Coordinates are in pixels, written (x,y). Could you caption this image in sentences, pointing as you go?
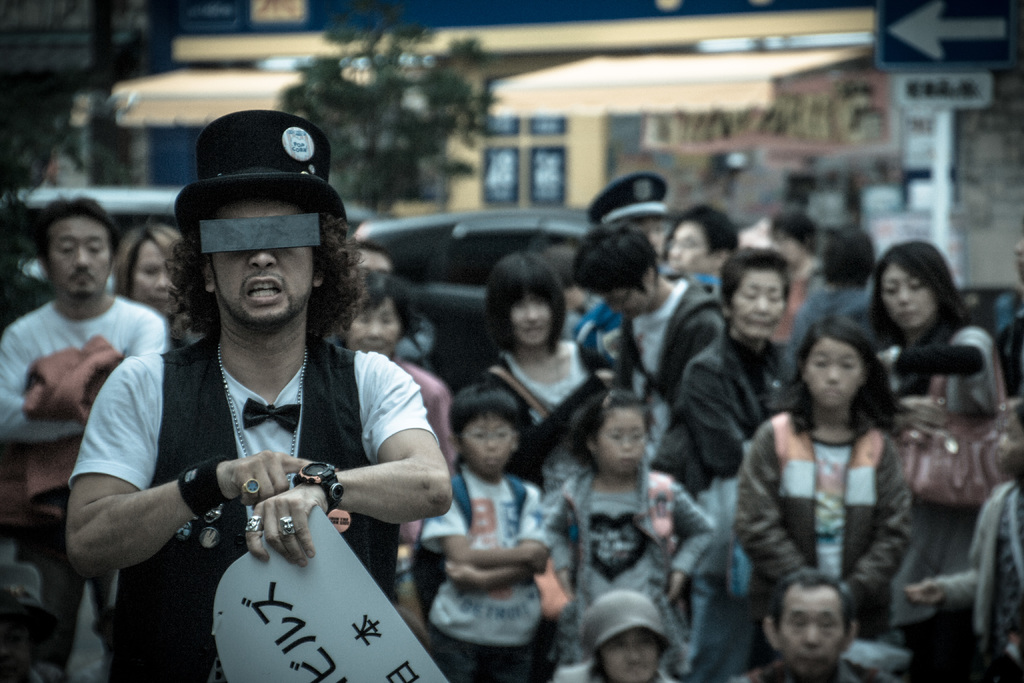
In this picture we can see some people (699,469) are standing, a person (357,355) in the front (308,596) is holding something, in the background (519,235) there are vehicles (418,217), trees (389,140) and a house (228,15), on the right side (895,43) there is a signboard (923,30).
